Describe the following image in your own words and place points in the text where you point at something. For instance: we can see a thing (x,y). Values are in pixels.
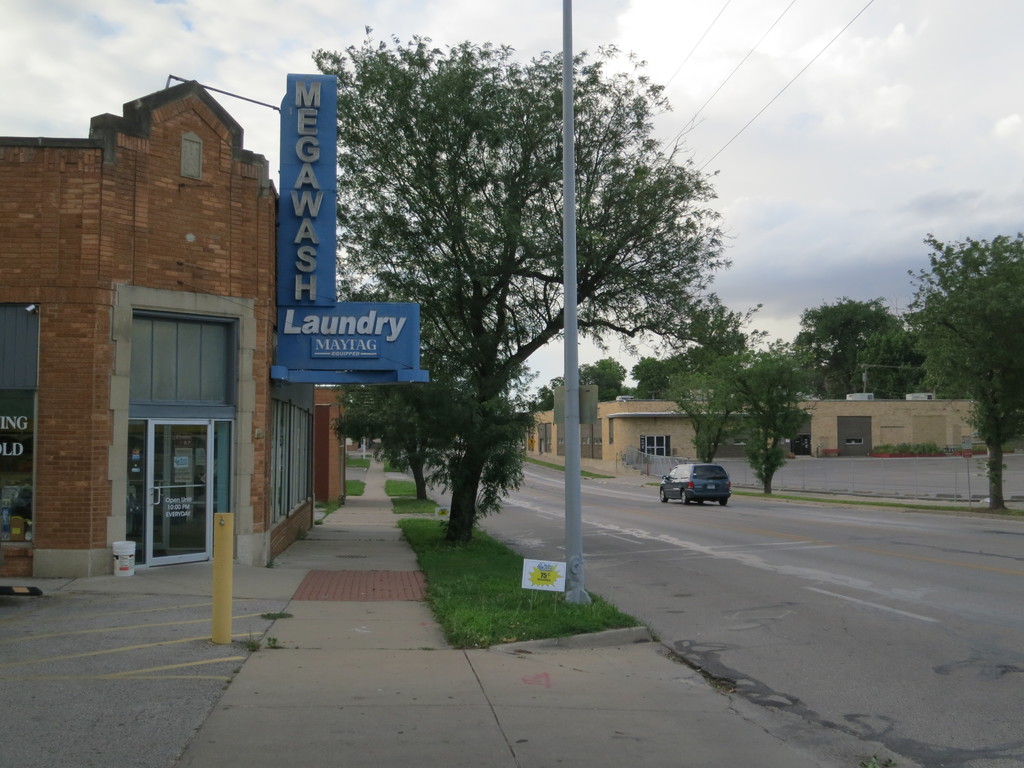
In the middle of the image (631,335) we can see some trees (391,152), poles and buildings (63,185). At the top of the image (899,238) we can see some clouds (955,14) in the sky (193,2). In the right side of the image (803,657) we can see a vehicle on the road (1022,676).
